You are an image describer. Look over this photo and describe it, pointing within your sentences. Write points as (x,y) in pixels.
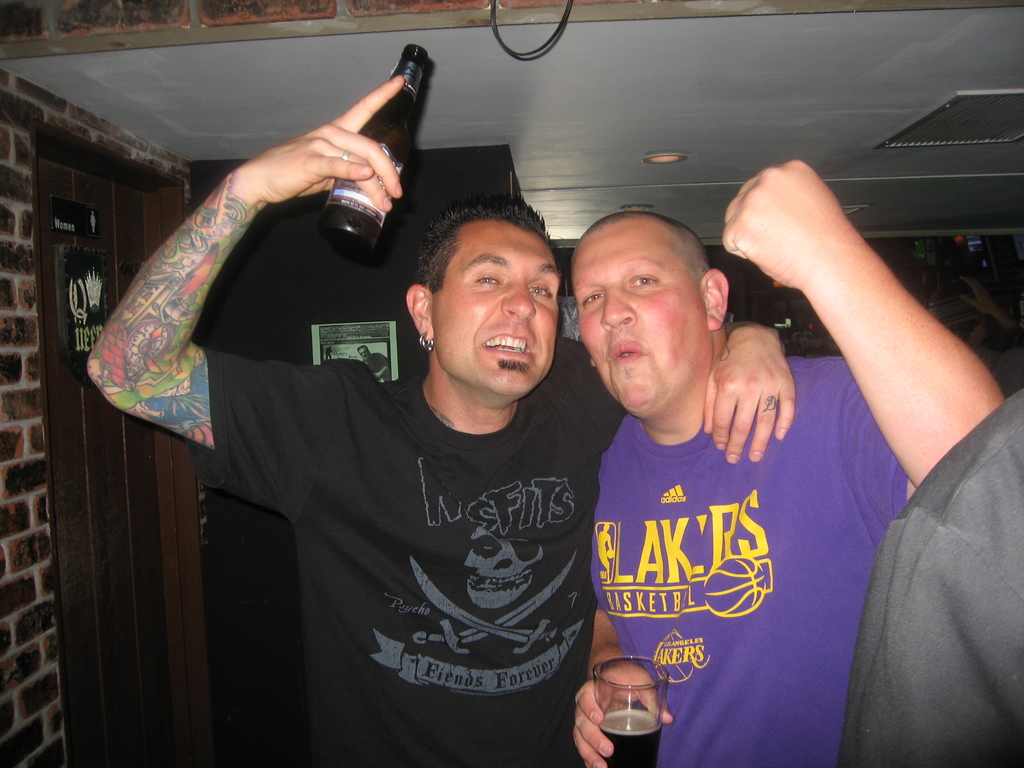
This picture describes about group of people (802,466), in the left side of the given image a man (382,449) holding a beer (351,226) in his hand (338,151).
